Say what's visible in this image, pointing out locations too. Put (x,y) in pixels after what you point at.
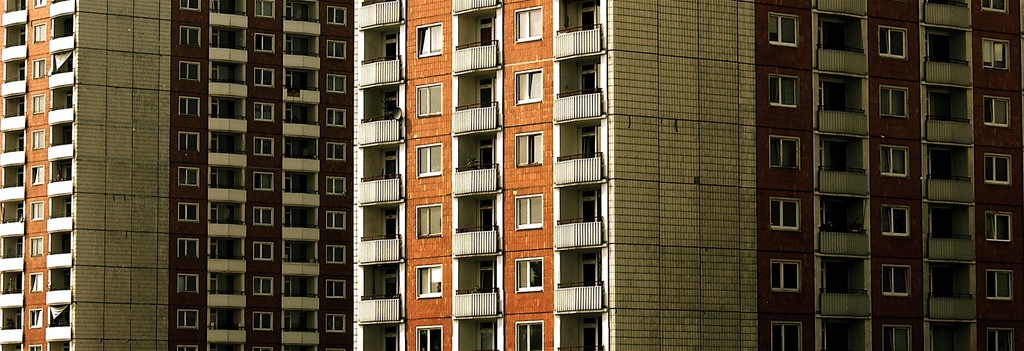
In this image I can see few buildings (153,230) along with the windows (425,145) and railings (385,119).
